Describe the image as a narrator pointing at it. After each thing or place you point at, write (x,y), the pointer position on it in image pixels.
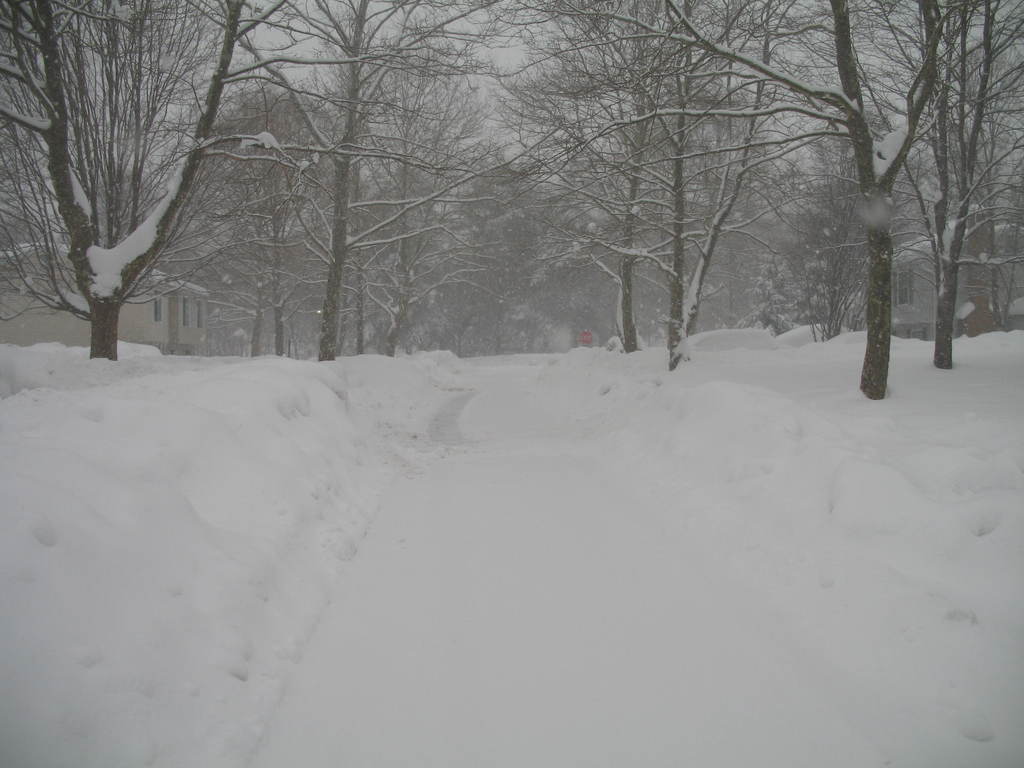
In this image in the front (444,432) there is snow (457,459) on the ground (331,457). In the background (375,265) there are trees (586,251) and buildings (185,323).
